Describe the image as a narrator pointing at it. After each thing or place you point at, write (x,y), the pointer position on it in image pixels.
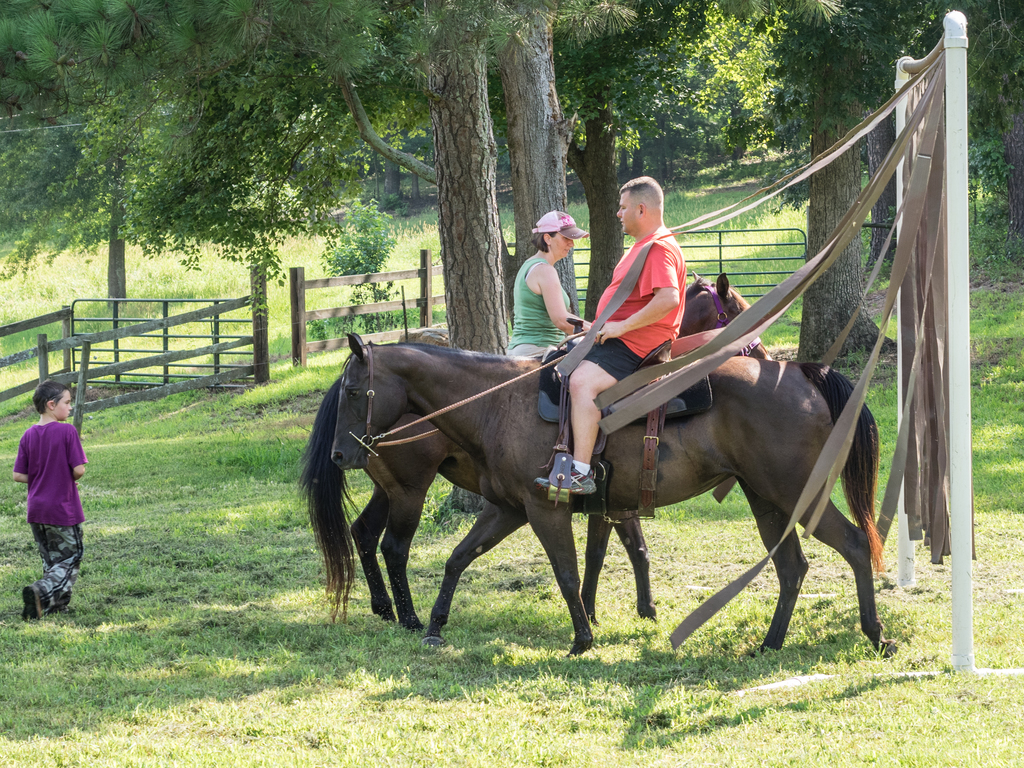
There is a man (641,344) sitting on a horse (547,422) at the center (666,270). There is a woman (535,349) sitting on a horse (692,312). There is a boy (81,505) on the left side (58,463). There is a wooden fence (32,320) on the left side (156,327). There is a tree (493,126) at the center (500,270).
